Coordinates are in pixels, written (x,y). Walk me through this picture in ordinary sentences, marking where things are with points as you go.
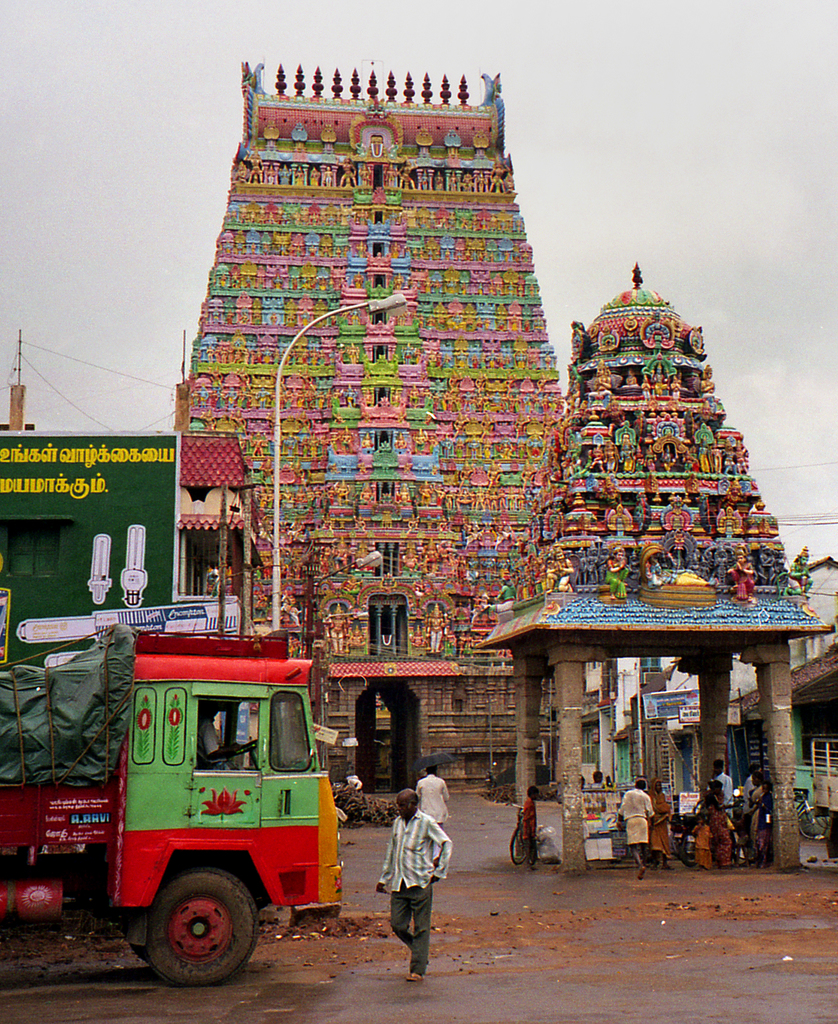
Here we can see a temple (399,600), pole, pillars (776,840), gazebo (795,819), vehicle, buildings (33,544) and few persons (727,829). There are boards (48,615). In the background (110,284) there is sky (183,91).
